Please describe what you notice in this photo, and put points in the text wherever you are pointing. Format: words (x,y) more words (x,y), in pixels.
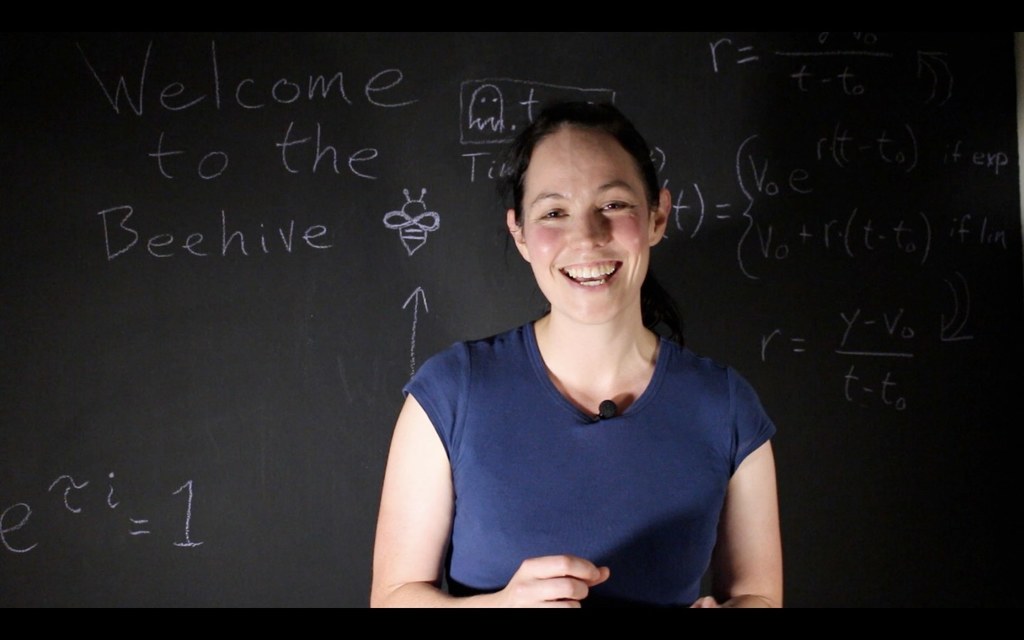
In the center (616,368), there is a woman (672,327) in a blue colored T-shirt (482,387), smiling. In the background (486,227), there are white color texts (211,83) on a black color board (500,223).
